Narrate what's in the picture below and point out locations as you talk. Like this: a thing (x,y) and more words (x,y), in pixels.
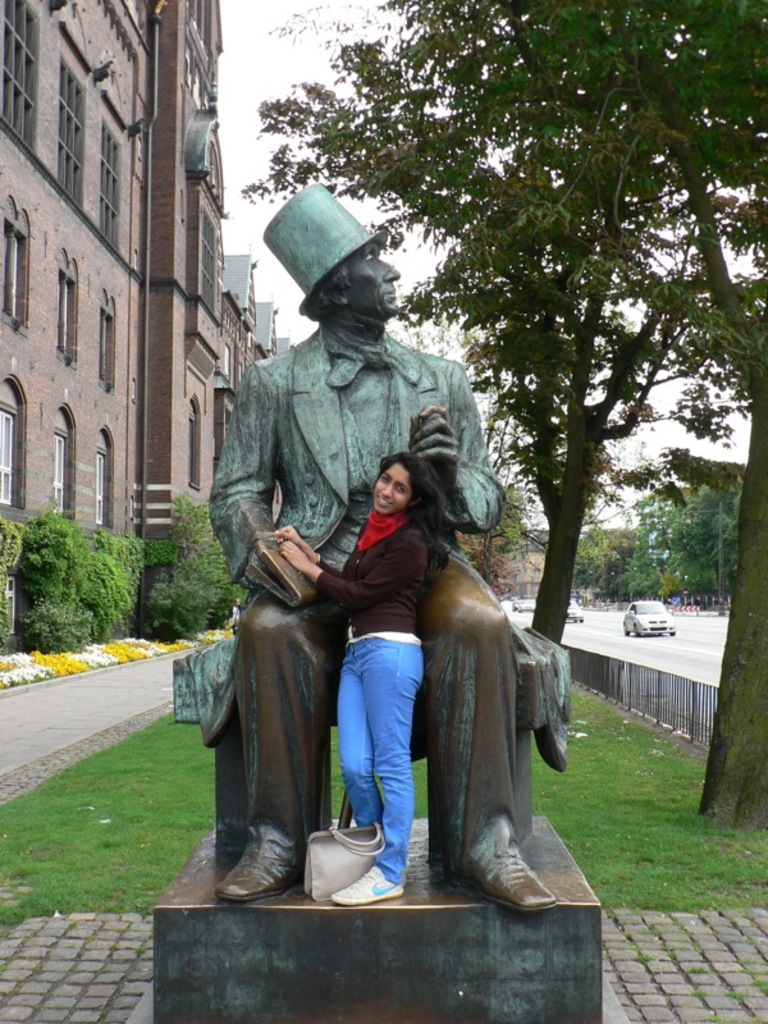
This is the picture of a lady (401,827) who is standing in front of the statue (250,531) and behind there are some buildings (170,524), cars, trees (649,288) and some grass (141,834) on the floor (143,665).
